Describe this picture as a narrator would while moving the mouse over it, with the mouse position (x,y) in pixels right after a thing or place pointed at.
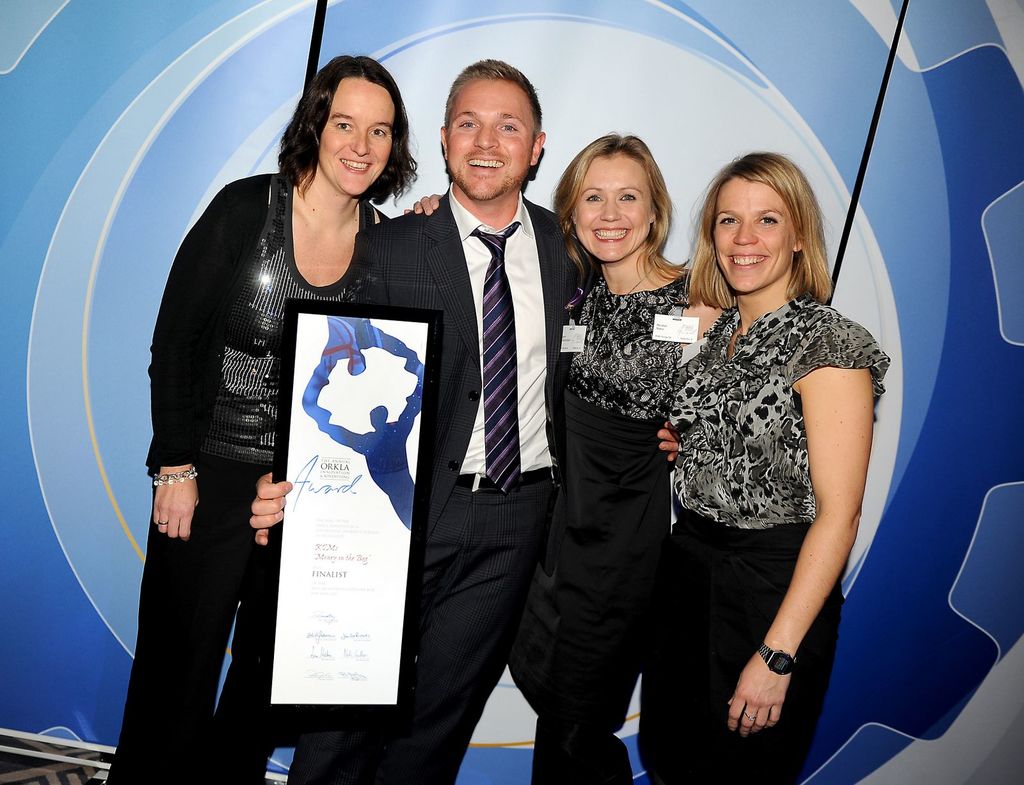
In the center of this picture (482,334) we can see a man (510,412) wearing suit (451,332), holding an object (418,339), smiling and standing and we can see the group of women (596,323) smiling and standing. In the background (1012,200) we can see the ropes (315,32) and some other objects (5,583).
